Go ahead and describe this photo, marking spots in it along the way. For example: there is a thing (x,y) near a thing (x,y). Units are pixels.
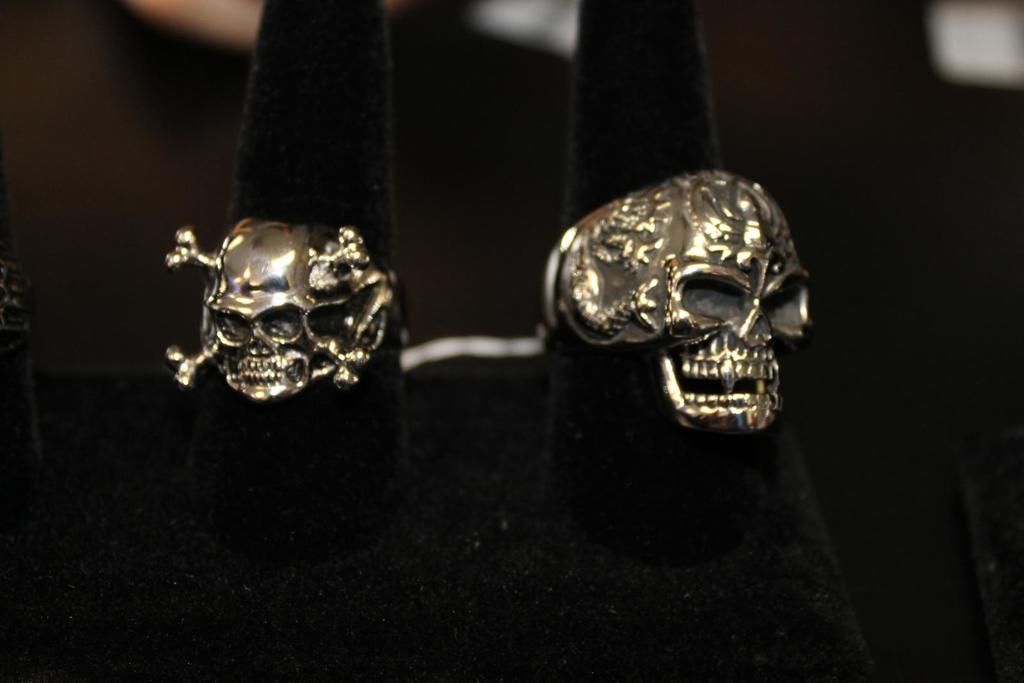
In this image we can see two skulls (381,288) made with metal (356,349), also there is a black color object (350,406), and the background (134,333) is blurred.
